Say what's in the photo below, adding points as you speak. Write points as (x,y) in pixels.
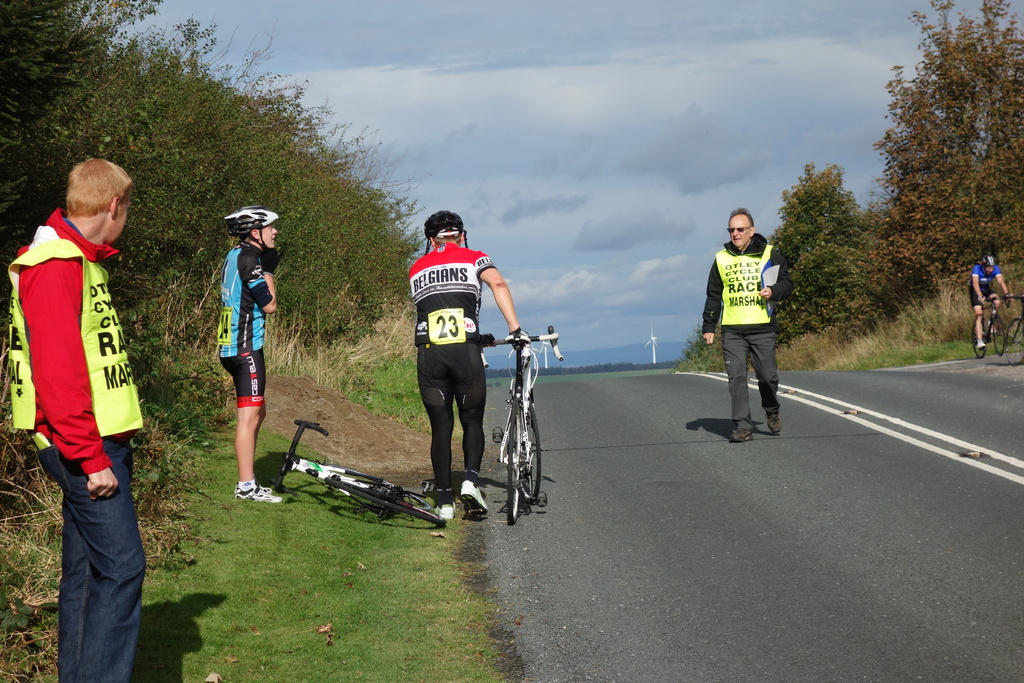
In the left (84,571) two men (88,223) are standing in the middle (453,228) a person (479,496) is holding a bicycle (506,461) and walking towards that side in the right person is riding a bicycle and trees (930,225) on the side of the road (502,497) and sky (613,128) in top middle (588,140).
